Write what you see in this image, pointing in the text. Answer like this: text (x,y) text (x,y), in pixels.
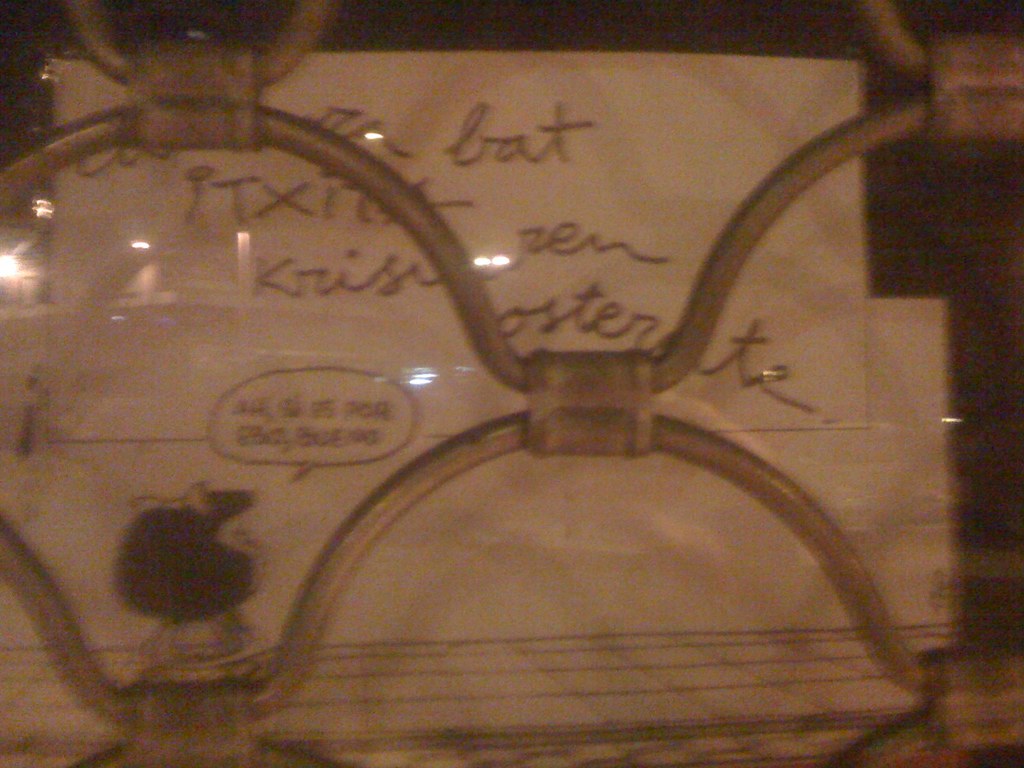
This image consists of a board (440,532) on which there is a text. It looks like it is clicked from a vehicle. In the middle (665,365), there is a grill (970,65) made up of metal (1013,708).
